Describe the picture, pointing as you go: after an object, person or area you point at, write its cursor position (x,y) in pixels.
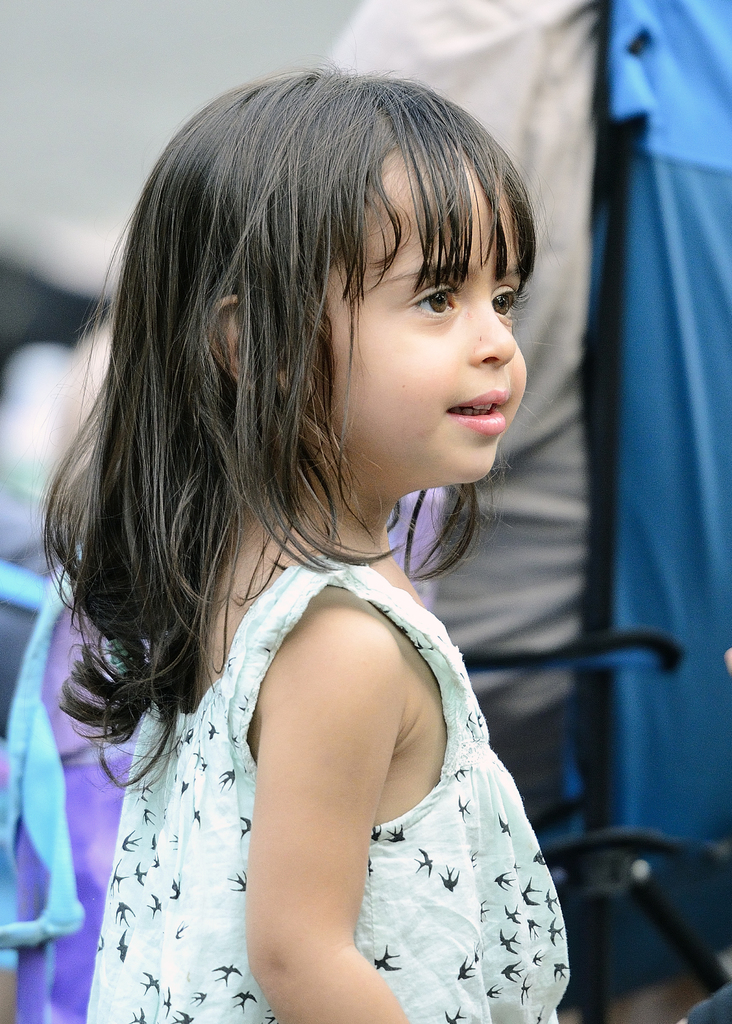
In this image, we can see a girl (277,735) is standing and smiling. She is seeing on right side (492,351). Background (689,735) we can see clothes (478,626), chair (580,759).
